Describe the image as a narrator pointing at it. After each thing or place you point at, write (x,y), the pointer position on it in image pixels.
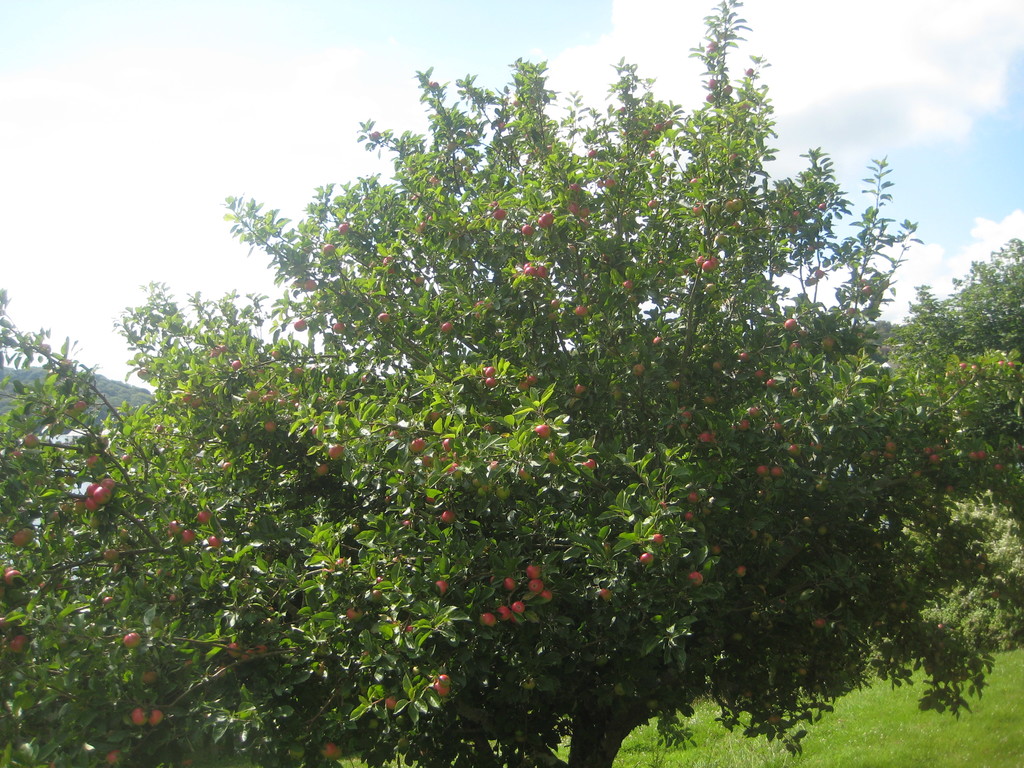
In this image, I can see the fruits (515,600) to the trees (550,567). At the bottom of the image (778,744), I can see the grass (913,744). In the background (950,154), there is the sky (602,71).
